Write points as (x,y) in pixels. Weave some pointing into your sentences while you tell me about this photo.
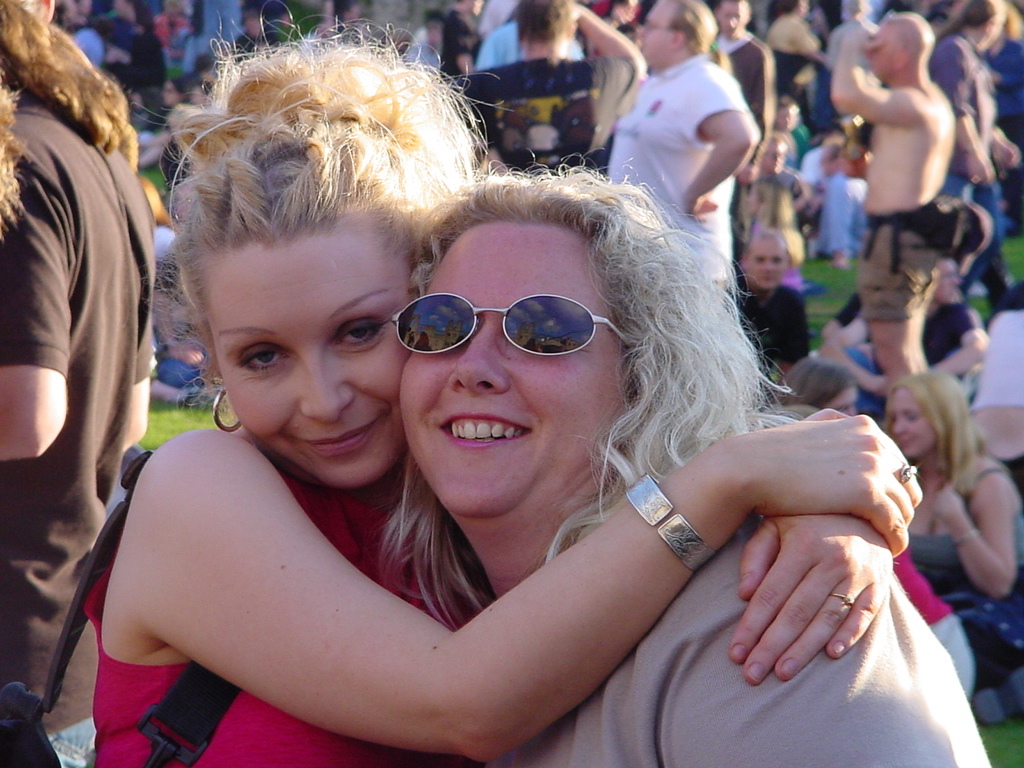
In this image there are many people (911,88). In the foreground (307,537) there are two women (423,573) standing. They are smiling. The woman (296,431) to the left (275,522) is holding the other woman (704,576). Behind them there a few people (754,69) standing and a few (846,386) sitting on the ground (194,411). There is grass (1008,751) on the ground (840,302).
